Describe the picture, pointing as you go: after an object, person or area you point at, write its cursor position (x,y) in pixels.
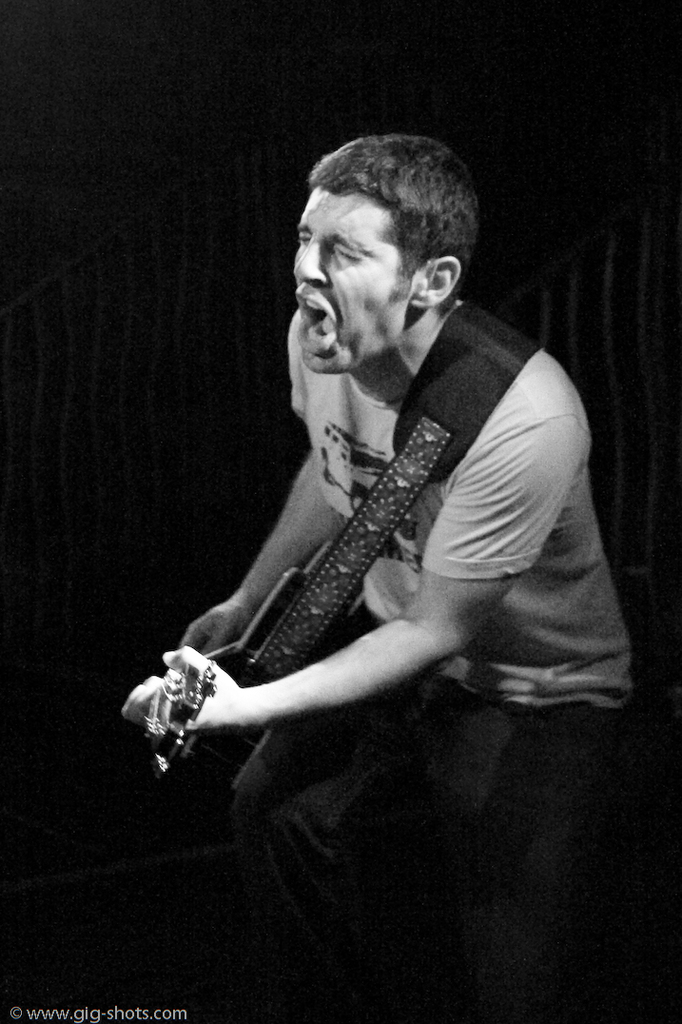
In this image in the center (414,516) there is one man (254,774) who is playing guitar (181,714) and it seems that he is singing.
